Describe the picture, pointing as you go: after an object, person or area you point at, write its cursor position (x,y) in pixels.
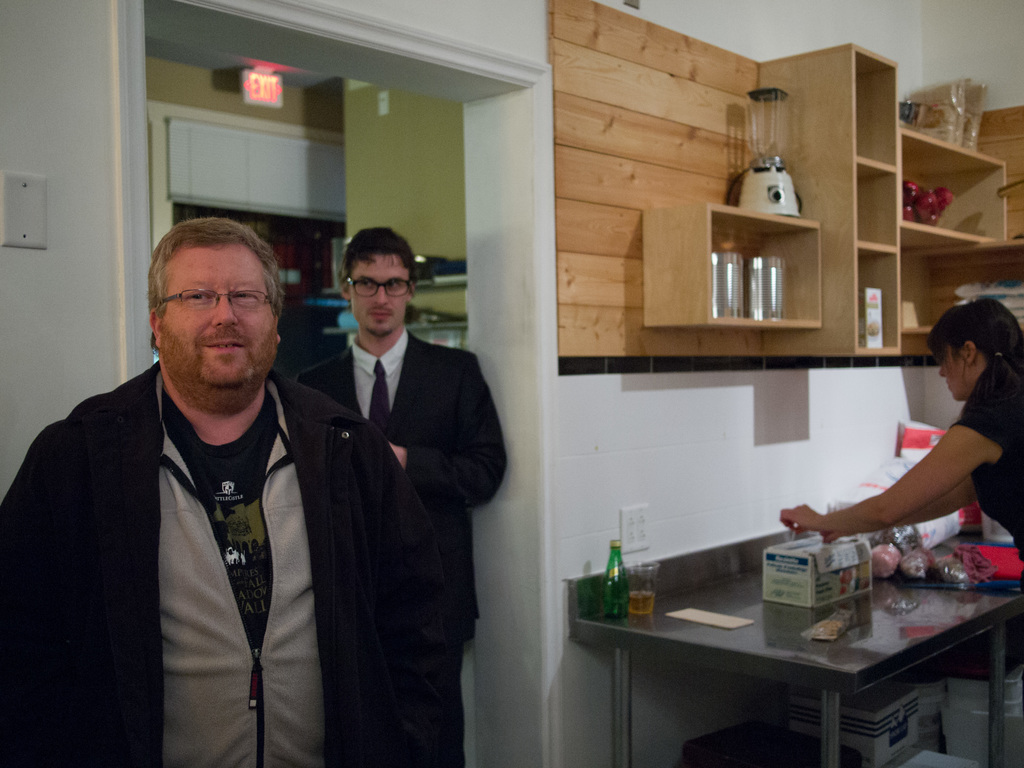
In this image there are group of people (980,492) standing. At the right side (1007,440) the woman (1016,440) in a black dress (1014,421) is doing work in the kitchen (936,543) there is a shelf (857,353) and a mixer (776,184). On the left side (238,572) man (234,529) is having smile on his face (222,347). In the center (446,420) the man (446,420) wearing a black colour suit (445,431) is standing. In the background (403,174) there is a wall (366,171) and wardrobe (273,164) and a signboard (268,87) with a name exit (254,74).
